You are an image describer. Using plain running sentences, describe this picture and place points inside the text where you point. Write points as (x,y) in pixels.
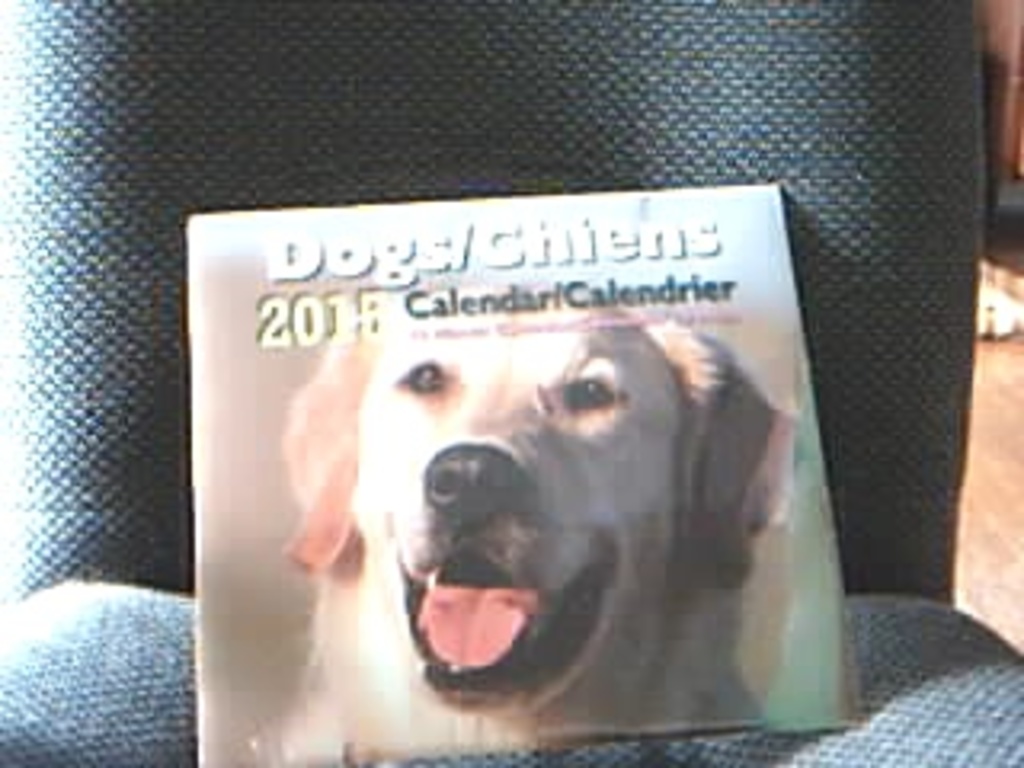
In this image I can see the calendar (364,502). On the calendar (425,544) I can see the image of dog (440,499) and something is written. It is on the blue and green color surface (852,620).
